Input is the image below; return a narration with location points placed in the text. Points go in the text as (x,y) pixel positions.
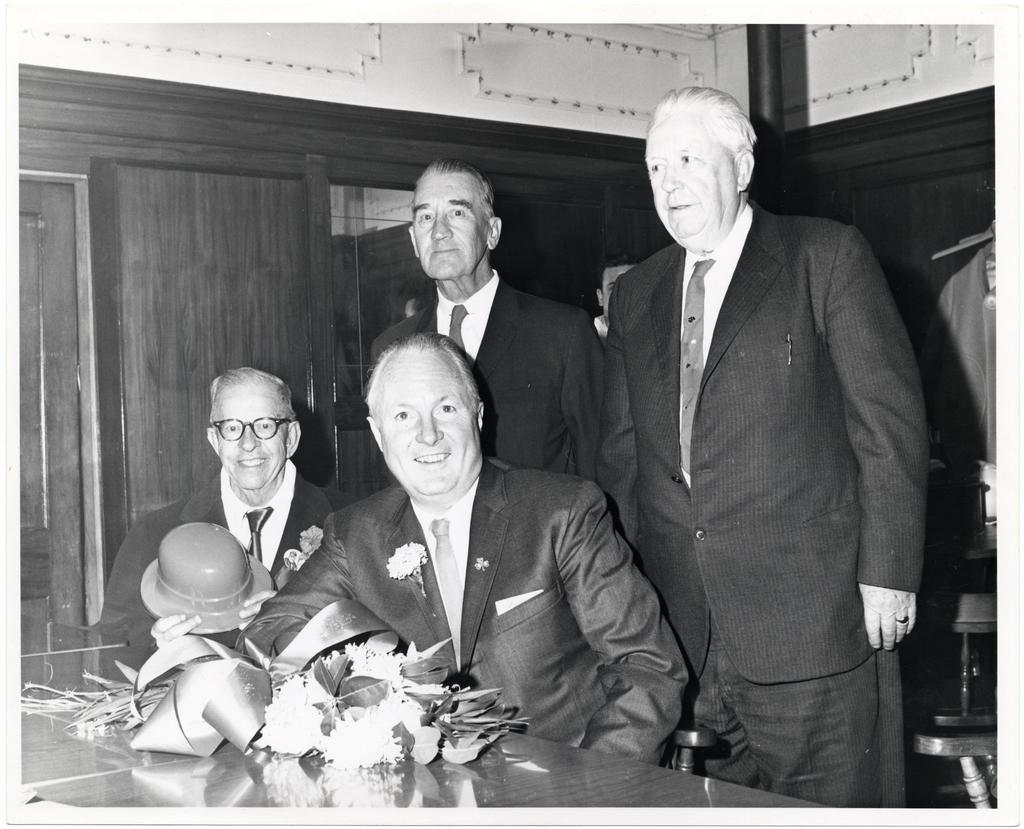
In this image, we can see two people (517,565) sitting, there are two men (578,393) standing, they are wearing coats (493,631), we can see the wall (103,307).
